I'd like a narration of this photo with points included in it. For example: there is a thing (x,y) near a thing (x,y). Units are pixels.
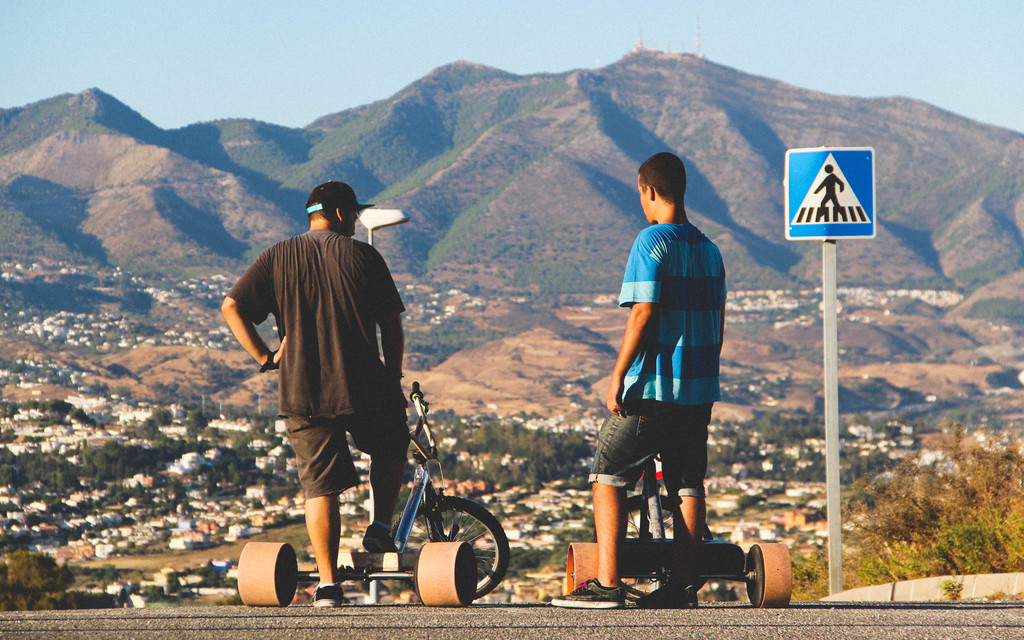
In this image I can see two persons (300,463) and two vehicles (578,551) on the road (542,633). I can see a pole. In the background (812,489) I can see few buildings (130,440), trees (466,427) and mountains (443,74). I can see the sky (344,96).
